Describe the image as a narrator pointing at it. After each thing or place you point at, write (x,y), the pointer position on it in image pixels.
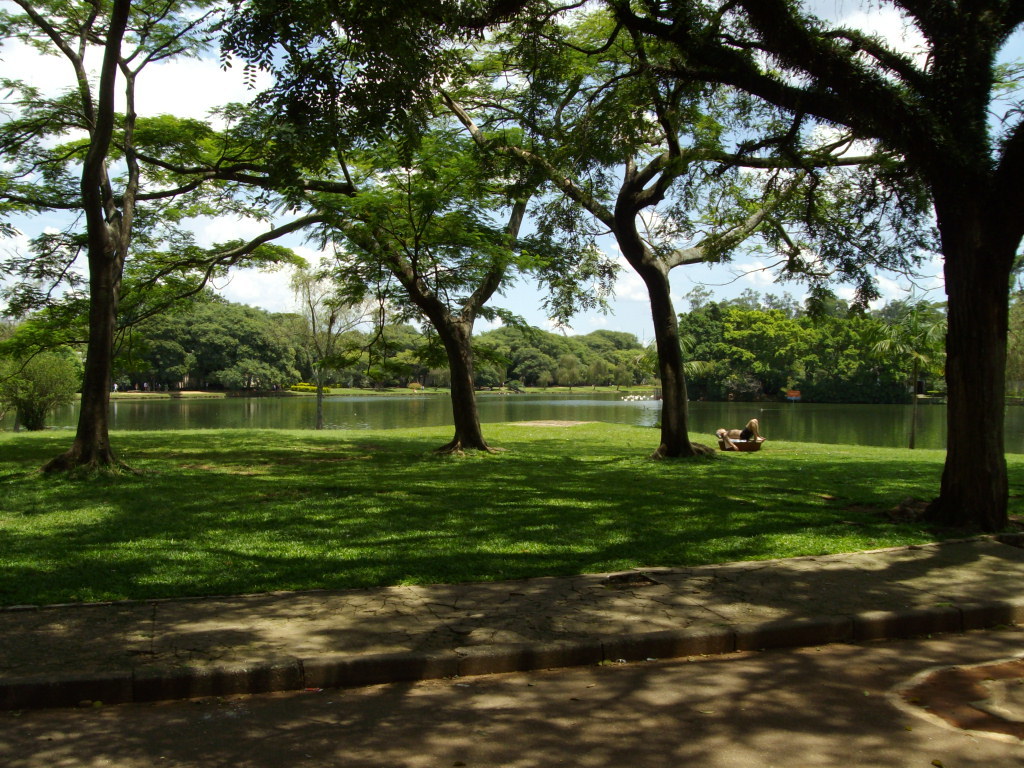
In this picture I can observe some grass (213,494) and trees (211,269) on the ground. In the middle of the picture (361,409) I can observe a lake (527,409). In the background (180,91) there are some clouds (214,96) in the sky (683,266).
